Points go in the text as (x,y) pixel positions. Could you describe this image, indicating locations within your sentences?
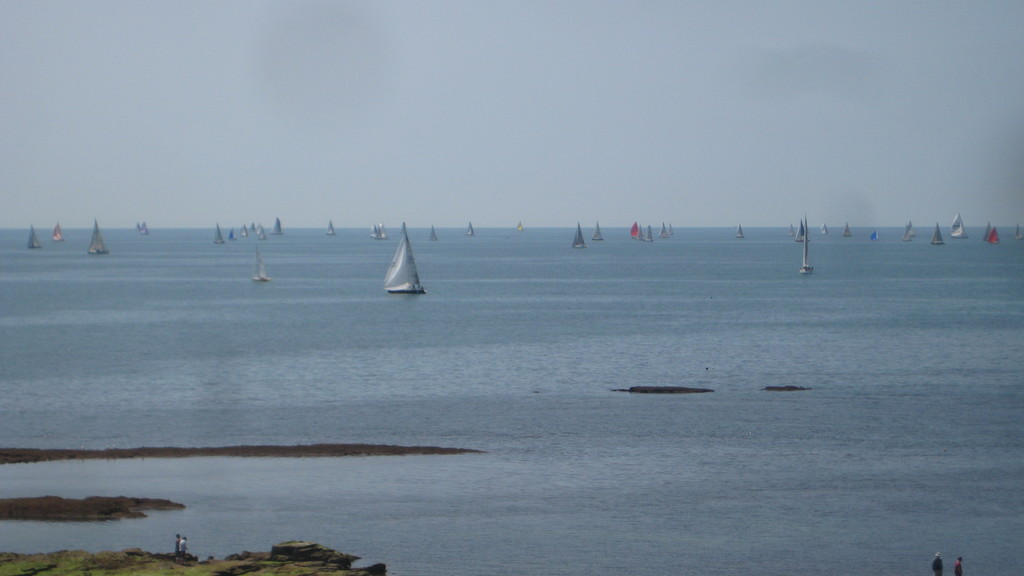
In the image we can see there are many boats (257,268) in the water (273,264). There are even people (935,575) standing and wearing clothes (184,541). Here we can see grass (67,564) and a sky (512,109).
